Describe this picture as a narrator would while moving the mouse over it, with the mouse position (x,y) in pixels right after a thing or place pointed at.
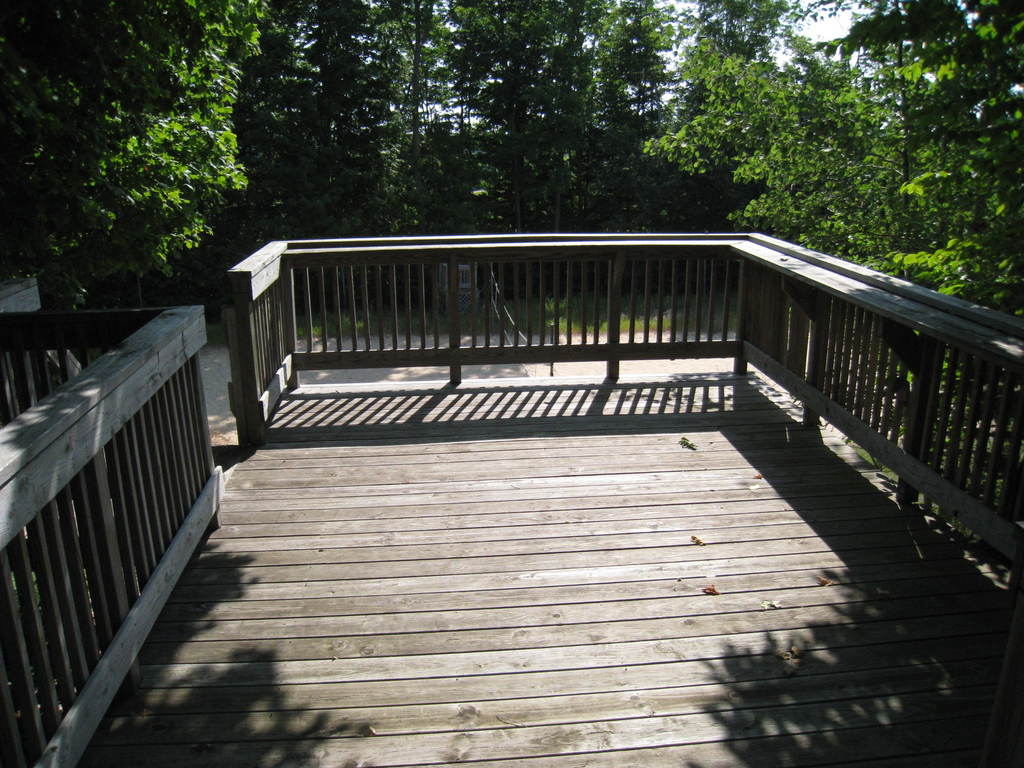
In this picture we can see a wooden floor (482,496) with wooden fence (438,357) and behind the fence (472,331) there are trees (748,107) and a sky (812,43).
